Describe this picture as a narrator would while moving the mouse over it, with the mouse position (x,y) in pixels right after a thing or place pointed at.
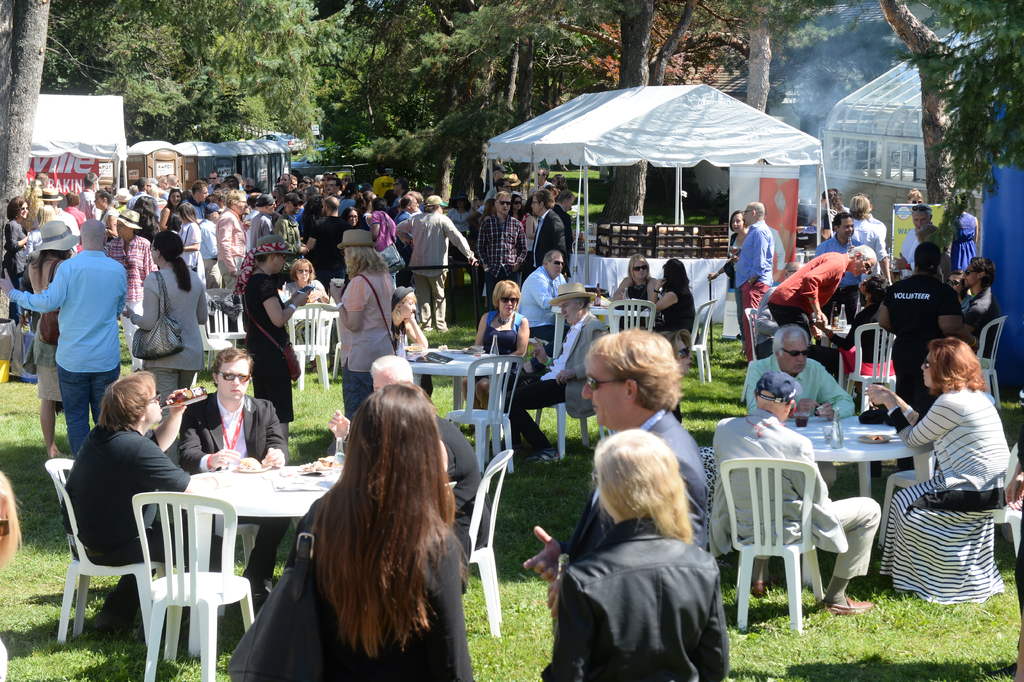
In this image I can see number of people (865,273) were many of them are standing and rest all are sitting. I can also see chairs (224,506), tables (612,287) and number of trees (449,60).
